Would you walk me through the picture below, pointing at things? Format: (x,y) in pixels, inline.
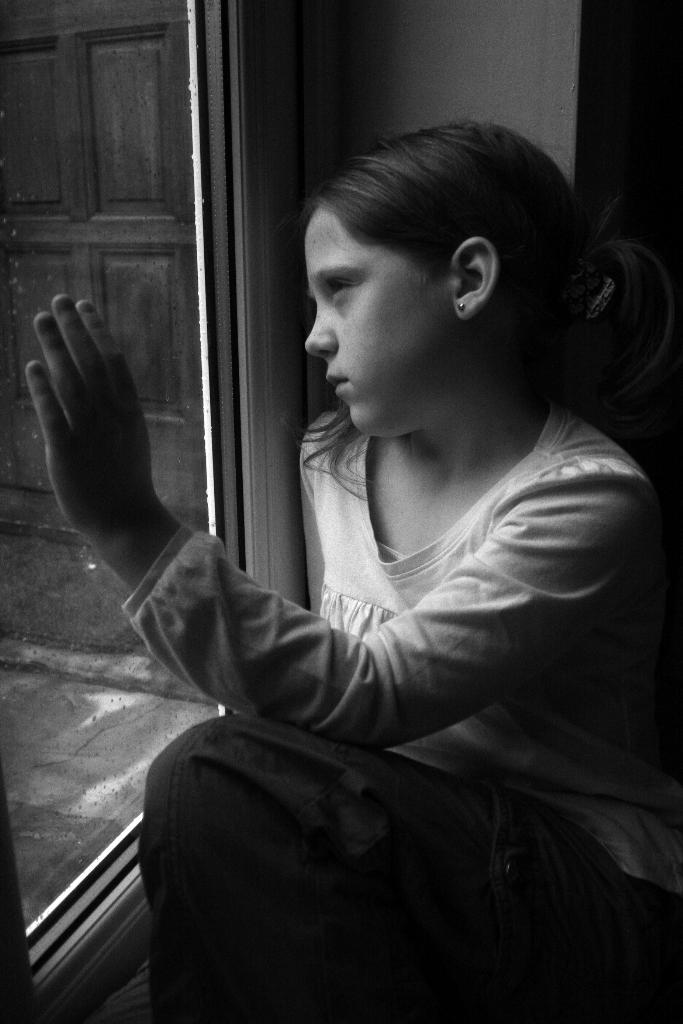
In this image a girl (437,532) is sitting on the floor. She kept her hand (117,354) on glass window (63,715).
